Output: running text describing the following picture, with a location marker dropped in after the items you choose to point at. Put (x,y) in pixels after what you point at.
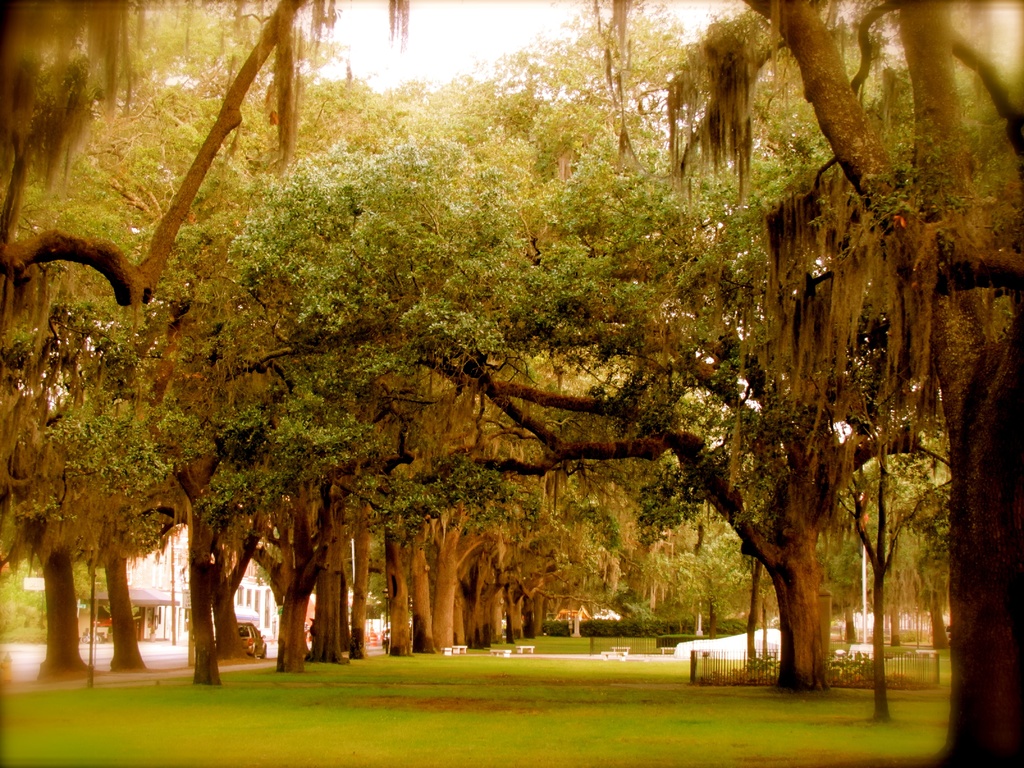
We can see trees (707,438), grass (363,693) and fence (709,681). In the background (187,637) we can see poles (92,604), plants (32,596), building (241,608), vehicle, board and benches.
